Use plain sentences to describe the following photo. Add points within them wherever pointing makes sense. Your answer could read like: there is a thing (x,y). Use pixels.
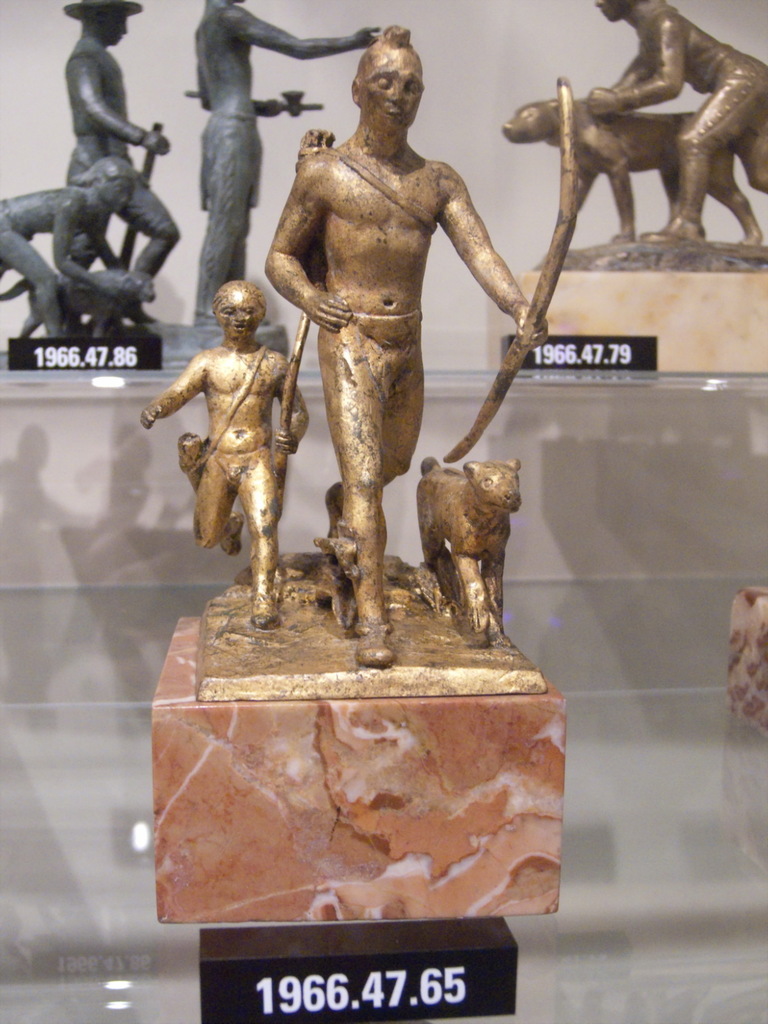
In the picture we can see a sculpture (492,594), a man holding a bow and arrow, just beside him there is a small child (248,500), and to the right side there is a dog (488,569) of the sculpture (482,558) and in the background (5,267) also we can see two sculptures (755,138).
